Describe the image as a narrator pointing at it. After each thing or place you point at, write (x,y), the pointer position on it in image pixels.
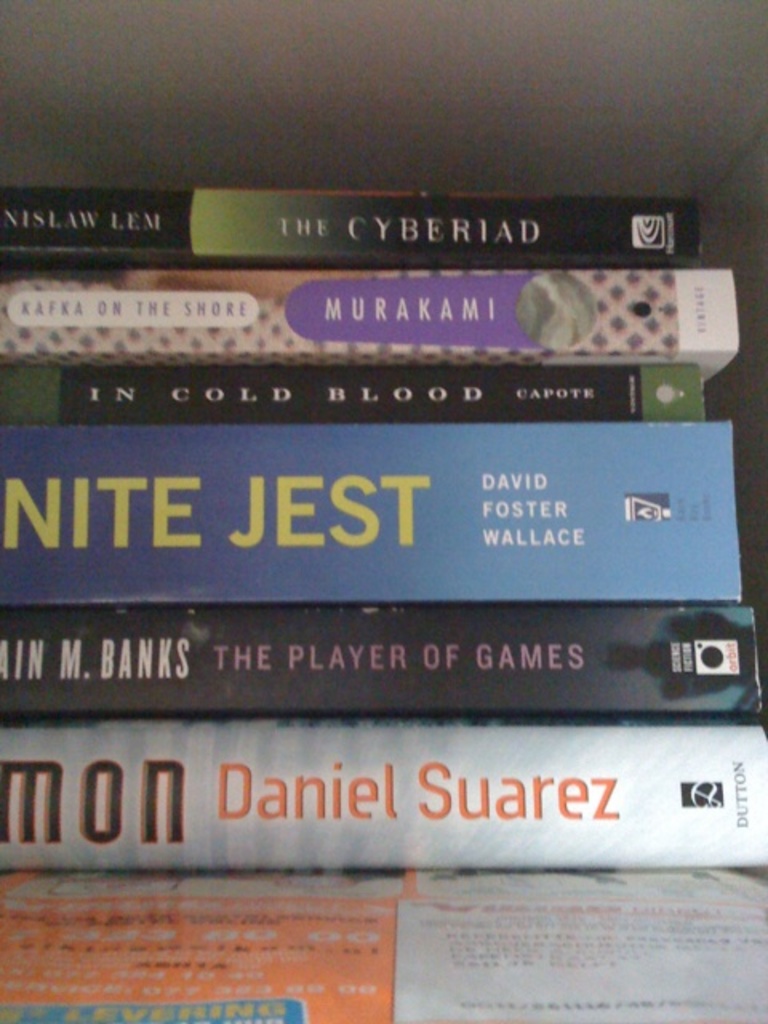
In this image we can see some books (420,645) with text (30,810) printed on it.
